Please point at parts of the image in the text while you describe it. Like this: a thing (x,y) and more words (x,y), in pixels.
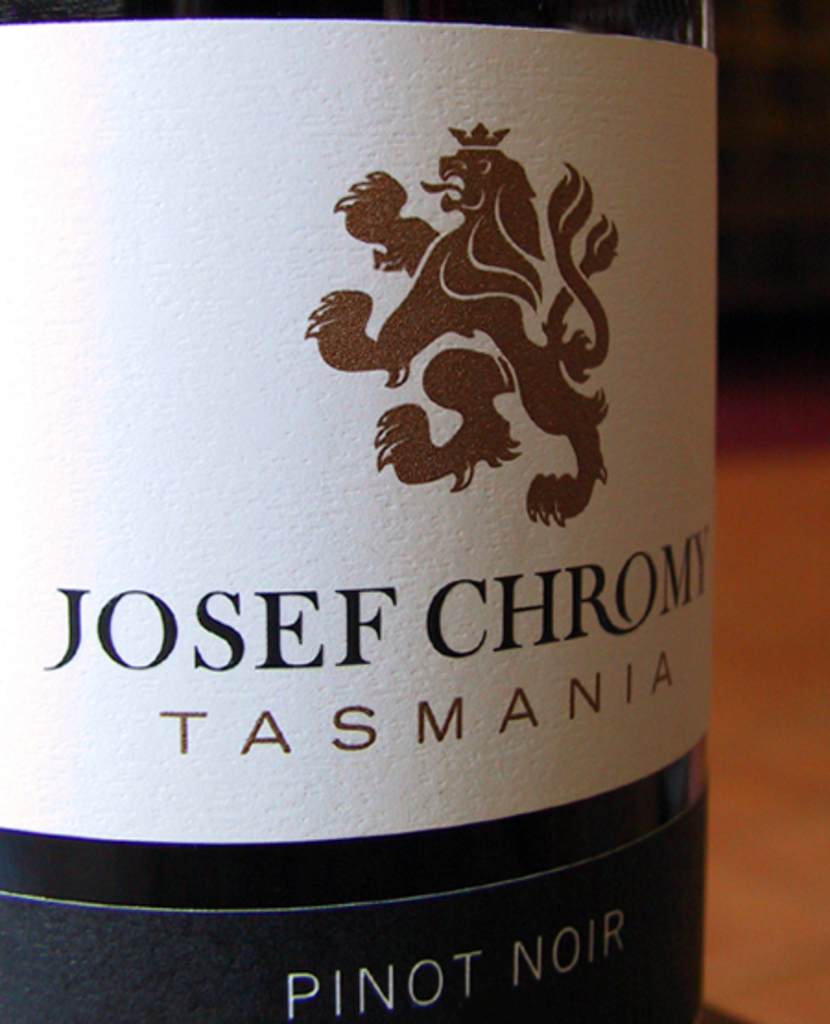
In the image there is a wine bottle (512,612) on a table (745,665).
